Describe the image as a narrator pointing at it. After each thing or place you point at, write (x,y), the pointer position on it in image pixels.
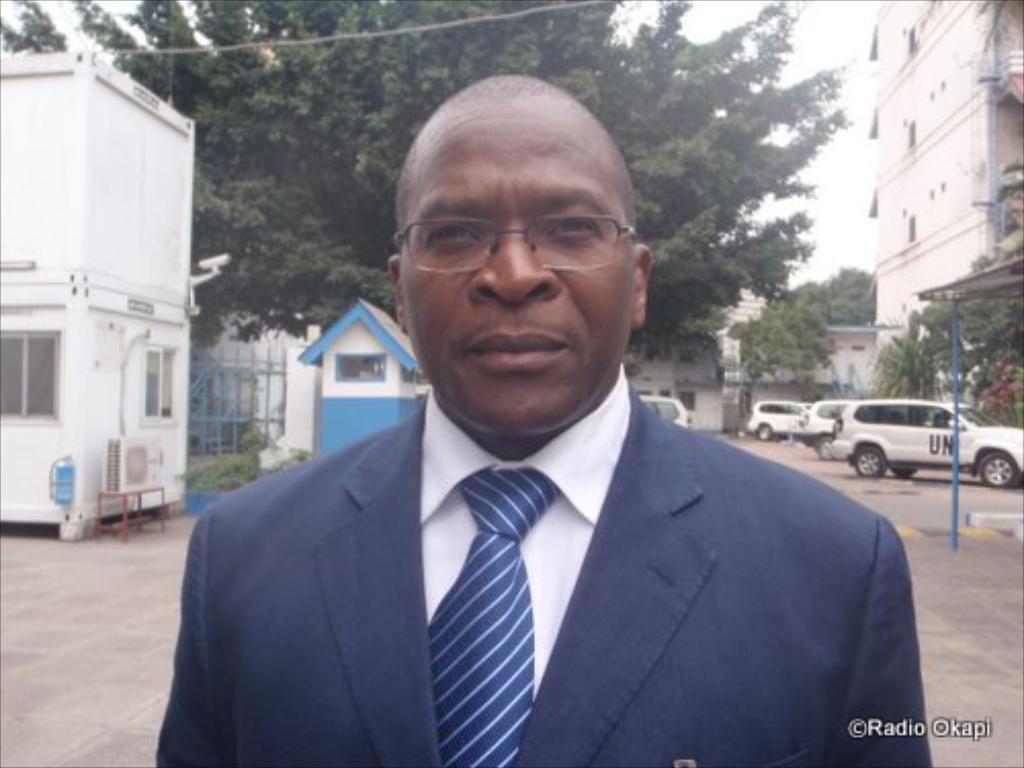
This image consists of a man (436,592) wearing blue suit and blue tie (456,609). At the bottom (79,667), there is a road (69,654). To the left (73,374), there is a cabin (104,364) along with windows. In the background (969,455), there are many cars (928,451) parked. And there is a big tree (512,50).
